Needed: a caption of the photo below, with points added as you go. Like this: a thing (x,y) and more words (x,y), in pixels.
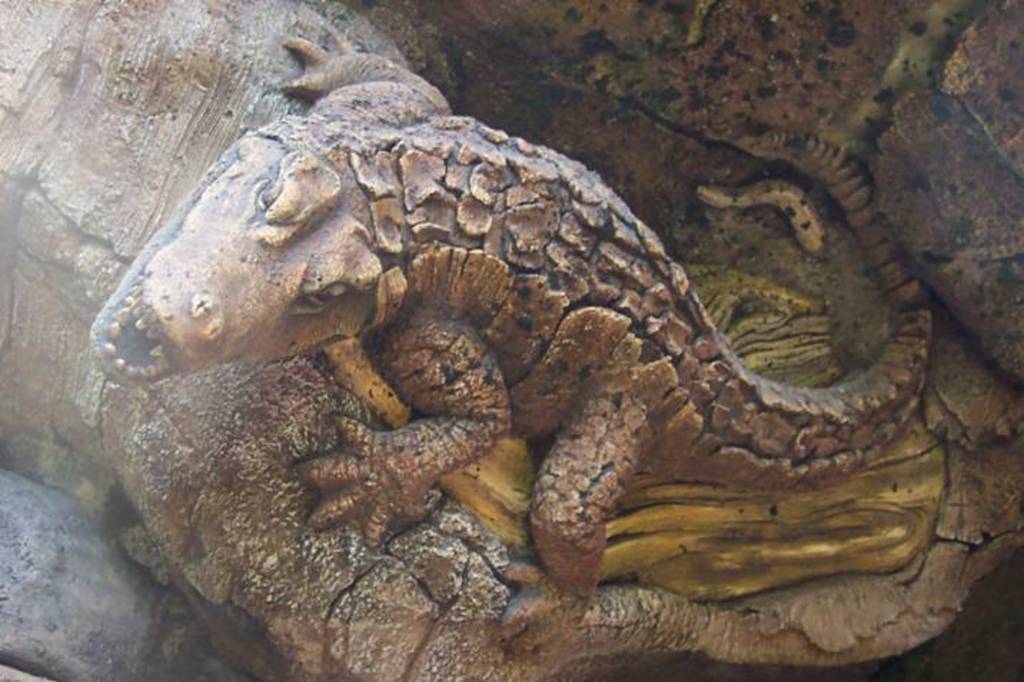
In this image I can see the reptile (428,386) carved to the trunk (477,538). To the side I can see an insect (713,199) and the rock (482,87).
